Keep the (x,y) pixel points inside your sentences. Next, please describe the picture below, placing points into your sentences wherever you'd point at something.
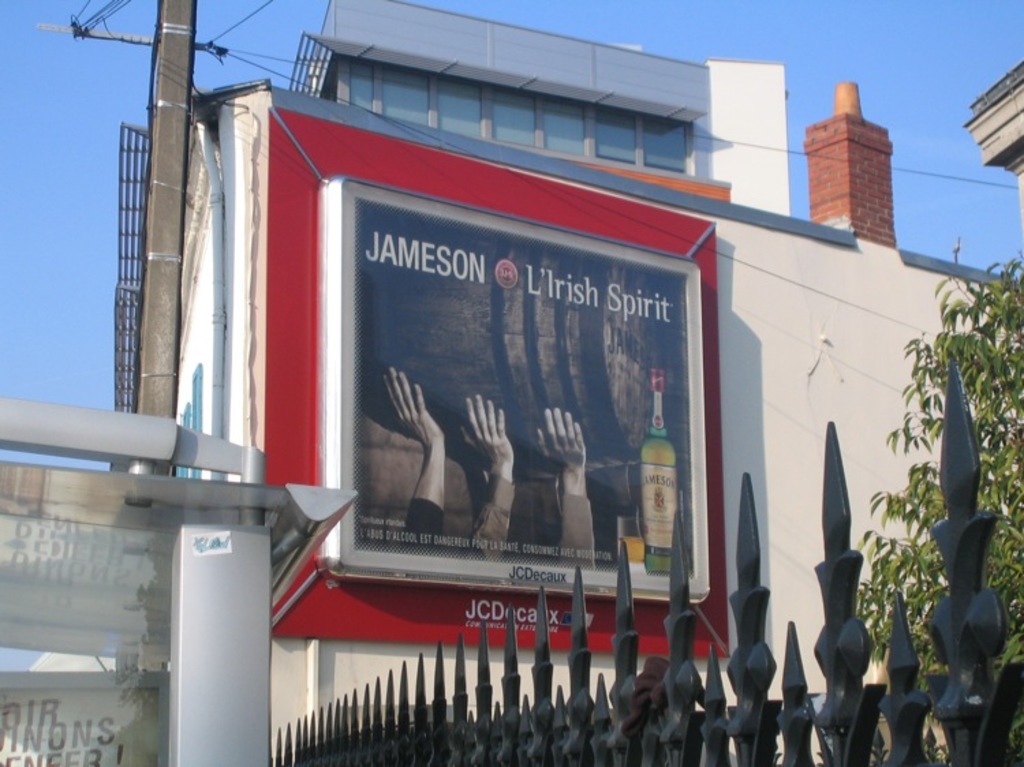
There is a fence (549,698) at the bottom of this image (969,536), and there are some leaves (935,397) of a tree (974,368) on the right side of this image (980,356). There is a building (727,427) in the background (194,291). There is a current pole (165,360) on the left side of this image (159,341), and there is a blue sky (850,62) at the top of this image (758,51).
